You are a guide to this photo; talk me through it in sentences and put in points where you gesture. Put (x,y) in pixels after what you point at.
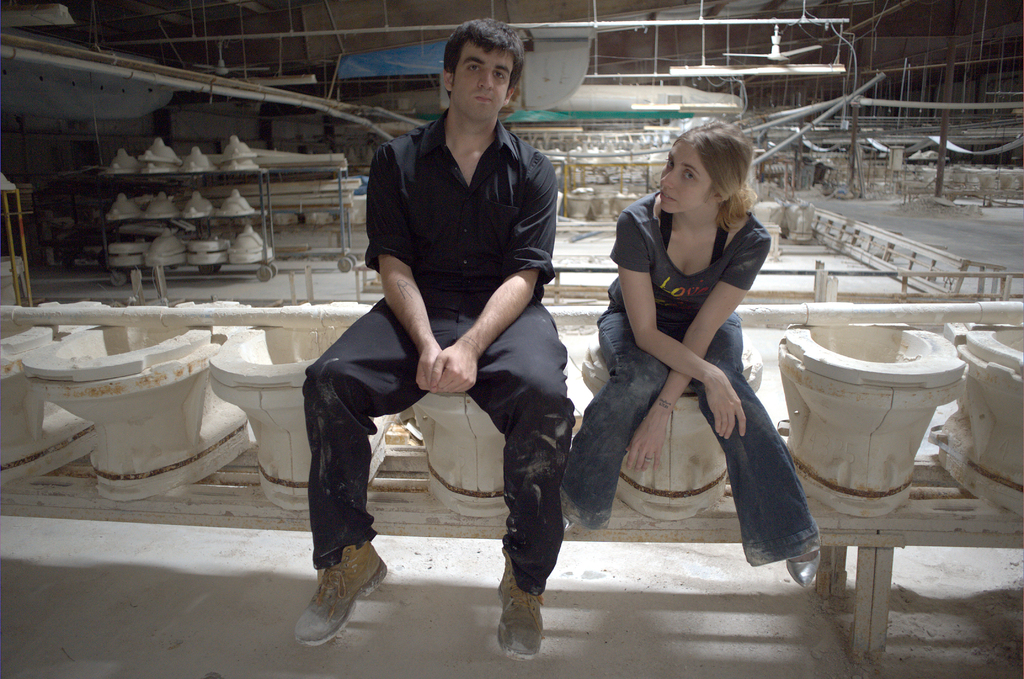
In this picture there are two persons (497,409) sitting on the toilet seat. At the back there are toilet seats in the trolley (206,254). At the top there is light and fan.
